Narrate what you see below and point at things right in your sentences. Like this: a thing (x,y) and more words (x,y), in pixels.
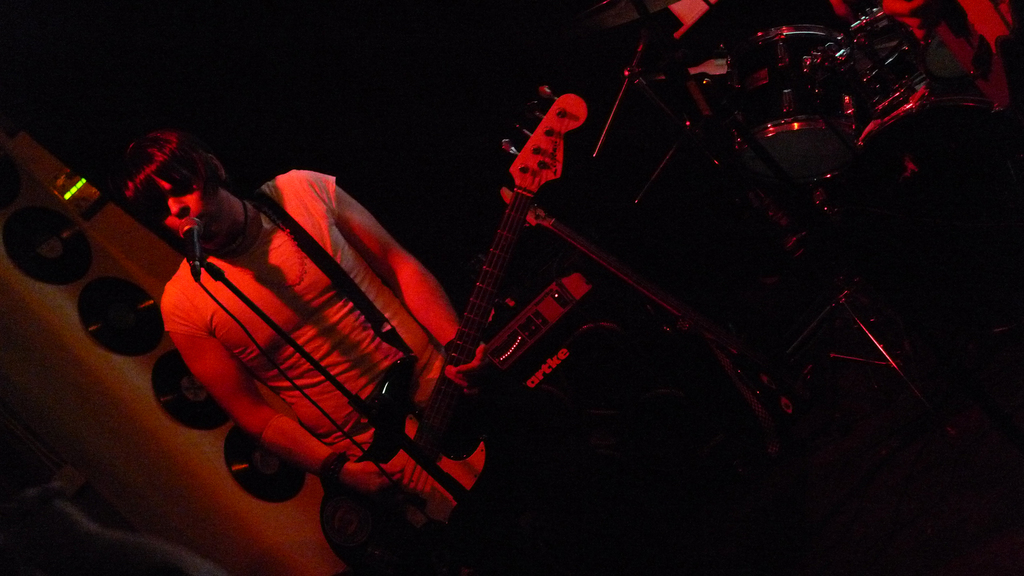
In the foreground of this image (437,387), there are musical instruments (431,438) and mic stands (432,458) and also a person (387,314) holding a guitar (464,332) in front of a mic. In the dark background, there is a red light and it seems like CD's (97,283) on the wall (137,448).
